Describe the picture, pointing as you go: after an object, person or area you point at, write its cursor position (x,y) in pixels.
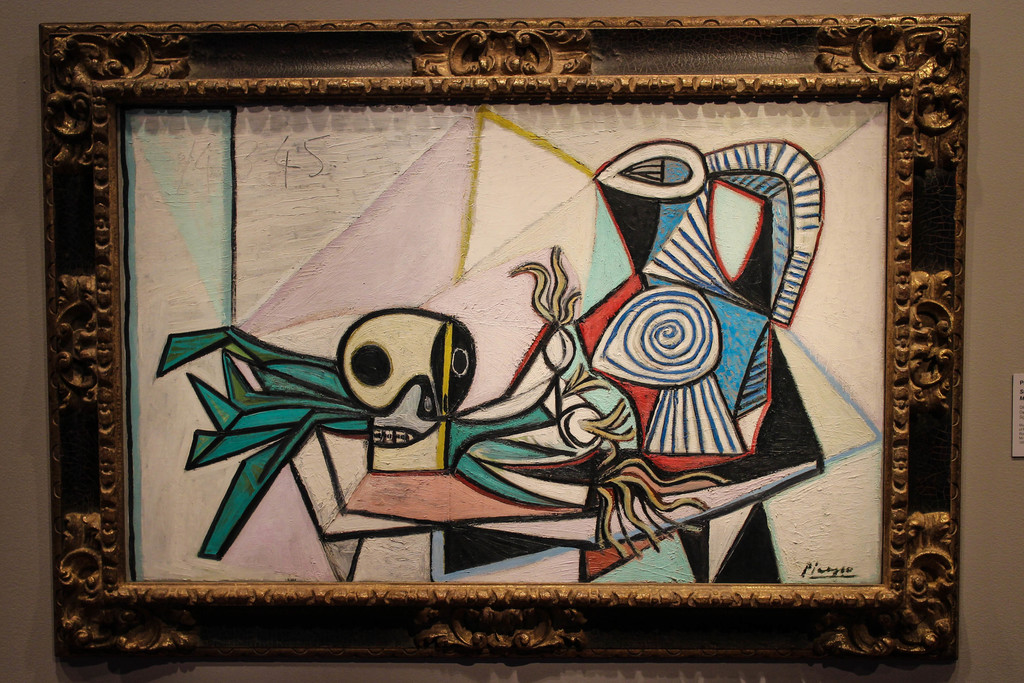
In this picture we can see a picture frame (924,84) with a painting (249,482). Behind the picture frame (929,71), there is a wall (978,617). On the right side of the image (1018,439), there is an object (1019,386).
